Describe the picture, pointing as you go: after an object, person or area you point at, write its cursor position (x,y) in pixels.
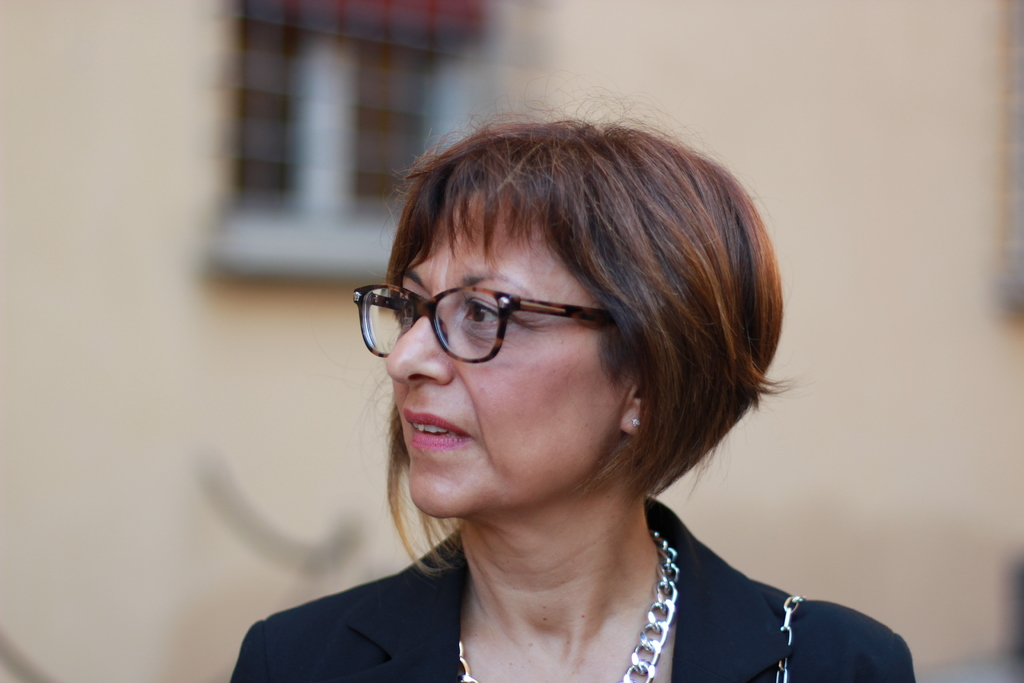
In this image we can see a woman (616,379) wearing the glasses (549,313) and the background (279,114) is blurred with the plain wall (797,465) and also an object (356,87).
